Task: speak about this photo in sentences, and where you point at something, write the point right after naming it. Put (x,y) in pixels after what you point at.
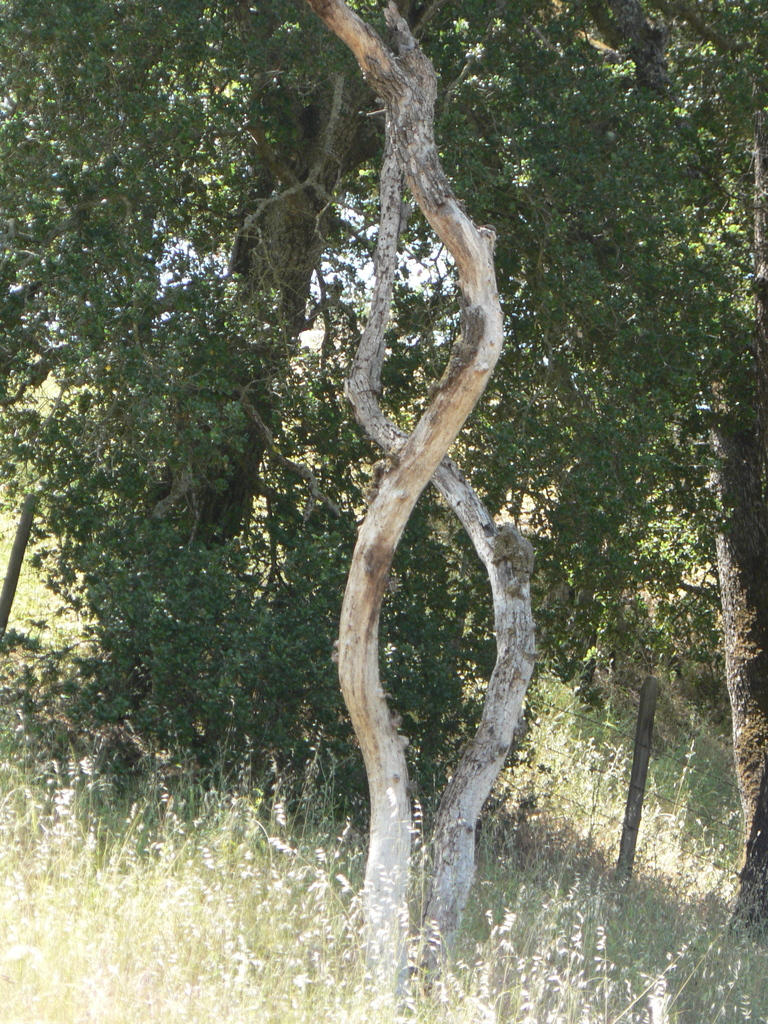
In the center of the image (503,632) there is a tree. In the background of the image (393,351) trees (219,582) are present. At the top of the image (212,331) leaves (228,580) is there. At the bottom of the image (645,968) grass (656,1000) is present.
